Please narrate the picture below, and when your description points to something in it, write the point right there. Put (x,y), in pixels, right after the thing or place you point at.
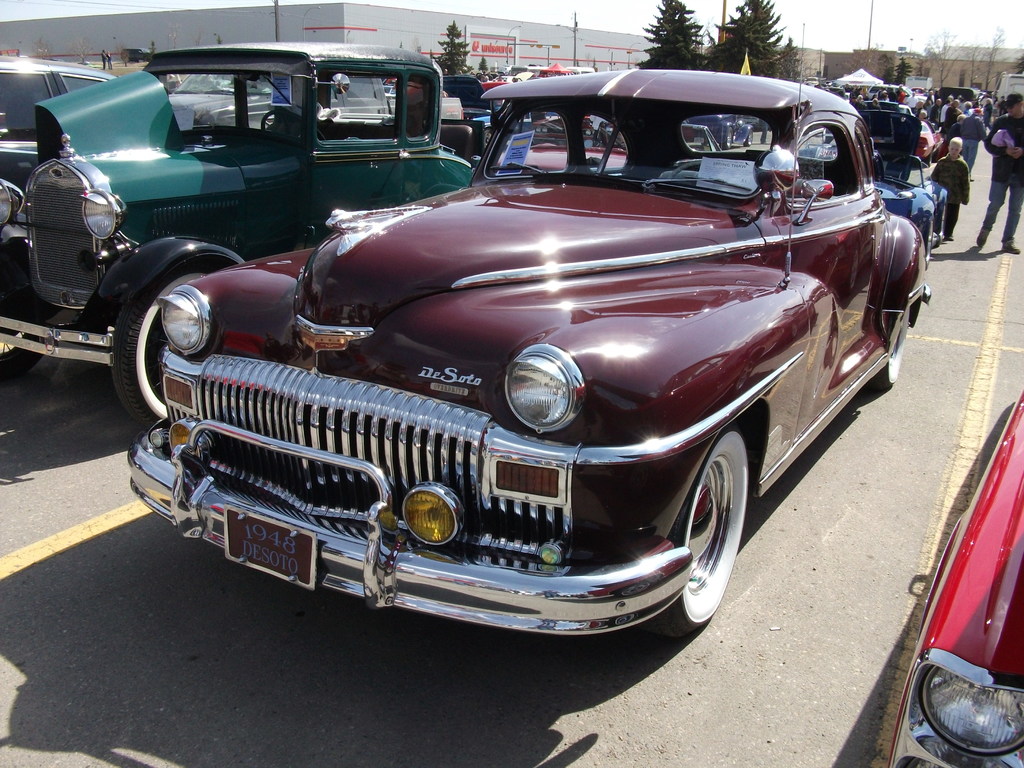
There are vehicles (808,159) in different colors and persons (962,114) on the road (835,637), on which there are yellow color lines (37,545). In the background (784,35), there are trees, buildings (497,21) and there is sky (852,43).
